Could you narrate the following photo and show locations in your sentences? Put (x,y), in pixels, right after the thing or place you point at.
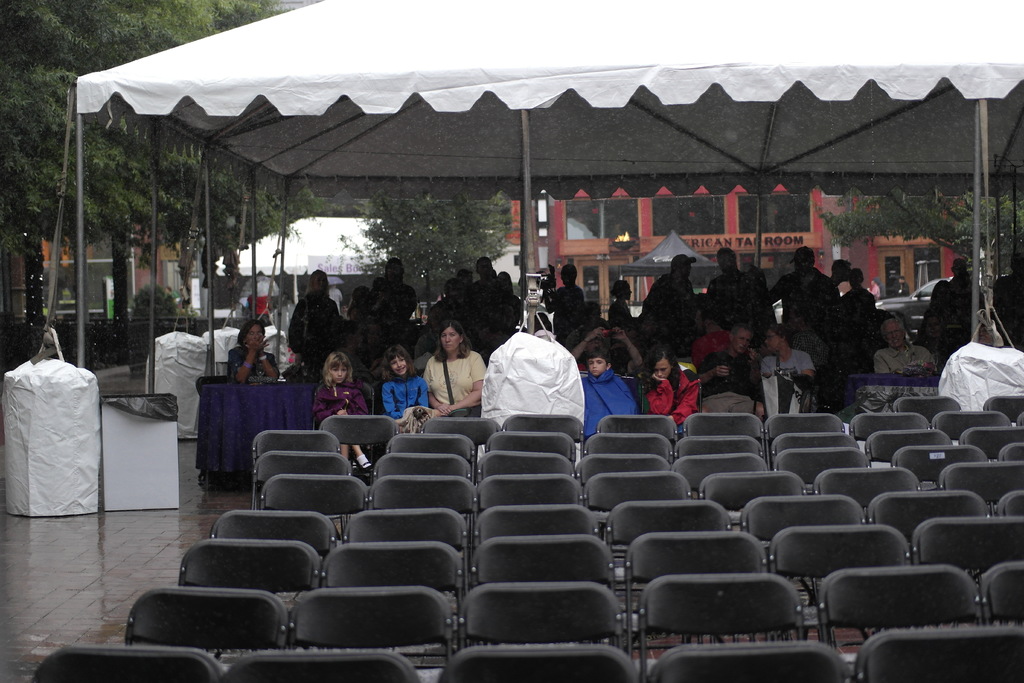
In the image in the center (428,370), we can see a few people (320,407) are sitting and few people (799,294) are standing. And we can see chairs (535,546), poles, bags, boxes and one tent (888,182). In the background (240,234) we can see buildings (824,225), banners (795,242), trees (160,205), tents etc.
